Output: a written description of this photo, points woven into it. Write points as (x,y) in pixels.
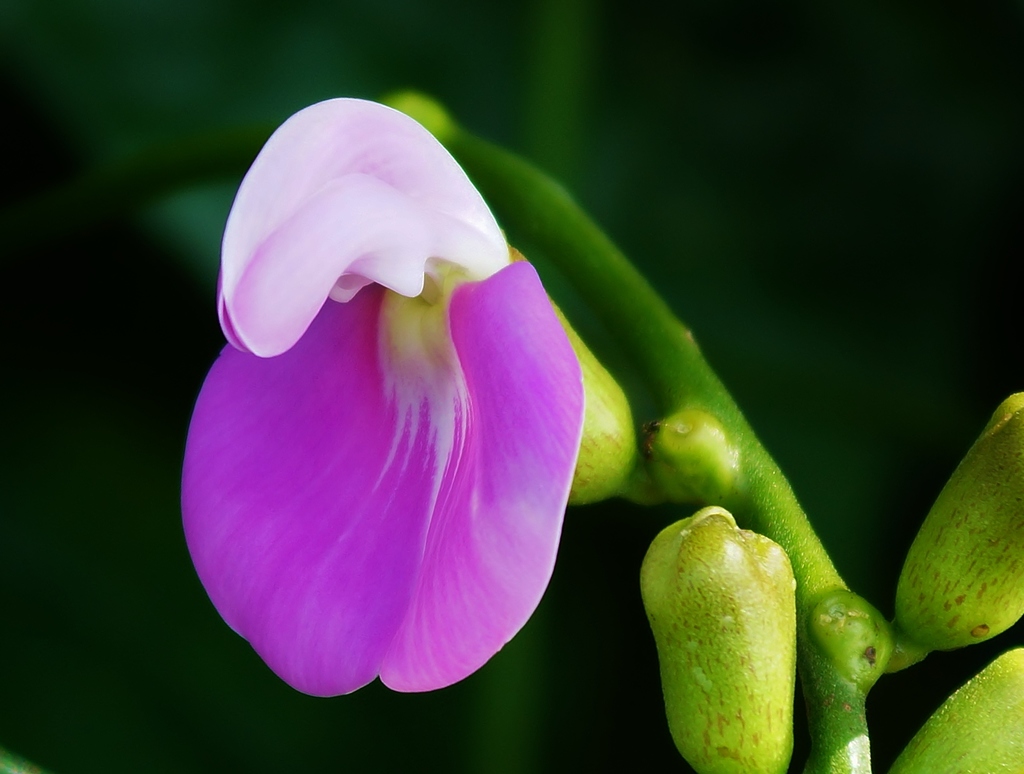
This image is taken outdoors. In this image the background (875,514) is a little dark. On the image there is a plant (771,535) with stems (827,618), buds (783,614) and a flower (378,342).
